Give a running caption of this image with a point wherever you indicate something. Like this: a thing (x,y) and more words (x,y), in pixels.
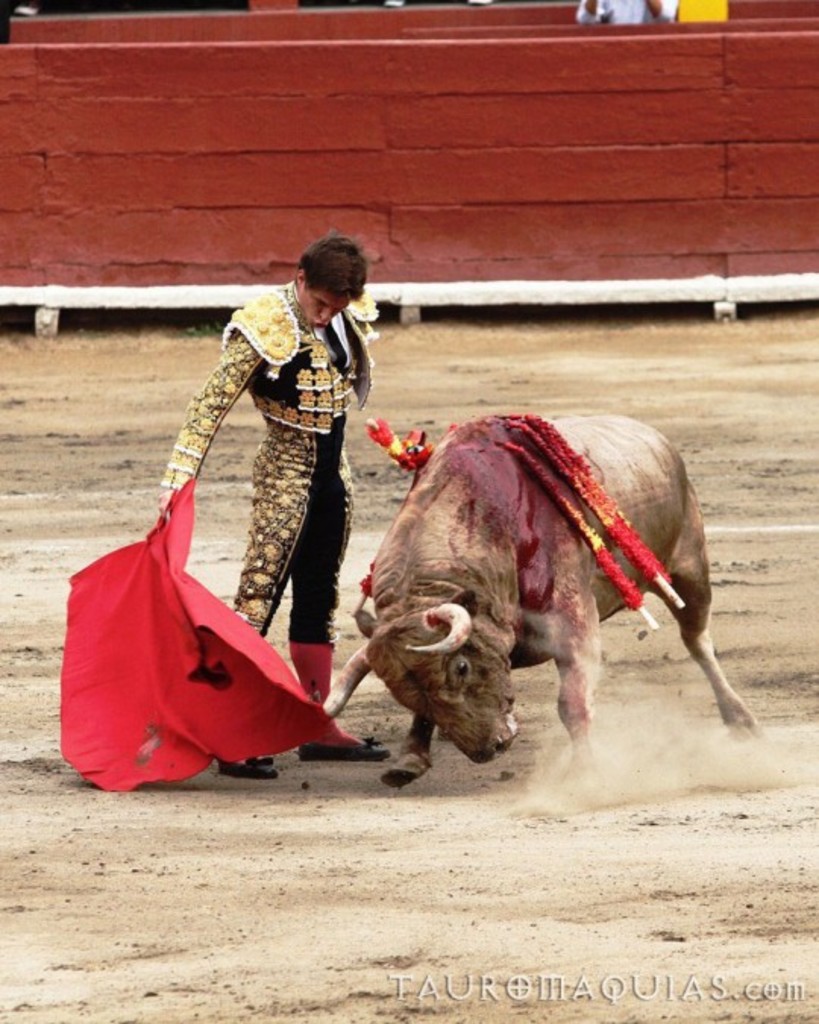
In the image we can see a person (304,459) standing, wearing clothes (286,563), shoes (338,756) and the person (332,747) is holding the red cloth (148,725) in hand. In front of the person (304,472) there is a bull (490,545). Here we can see sand (508,830), wall (532,149) and on the right bottom (658,995) we can see water mark (596,980).
